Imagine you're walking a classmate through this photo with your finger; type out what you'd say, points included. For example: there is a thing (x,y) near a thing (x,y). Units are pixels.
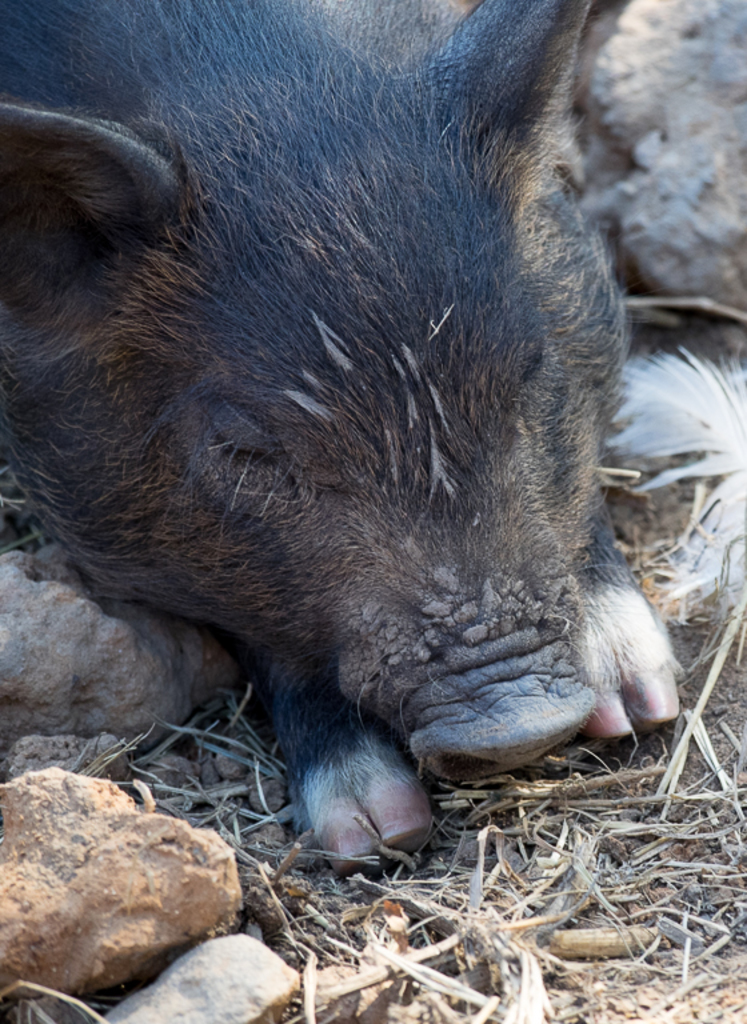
In this picture we can see a pig (394,307) which is in black color.
